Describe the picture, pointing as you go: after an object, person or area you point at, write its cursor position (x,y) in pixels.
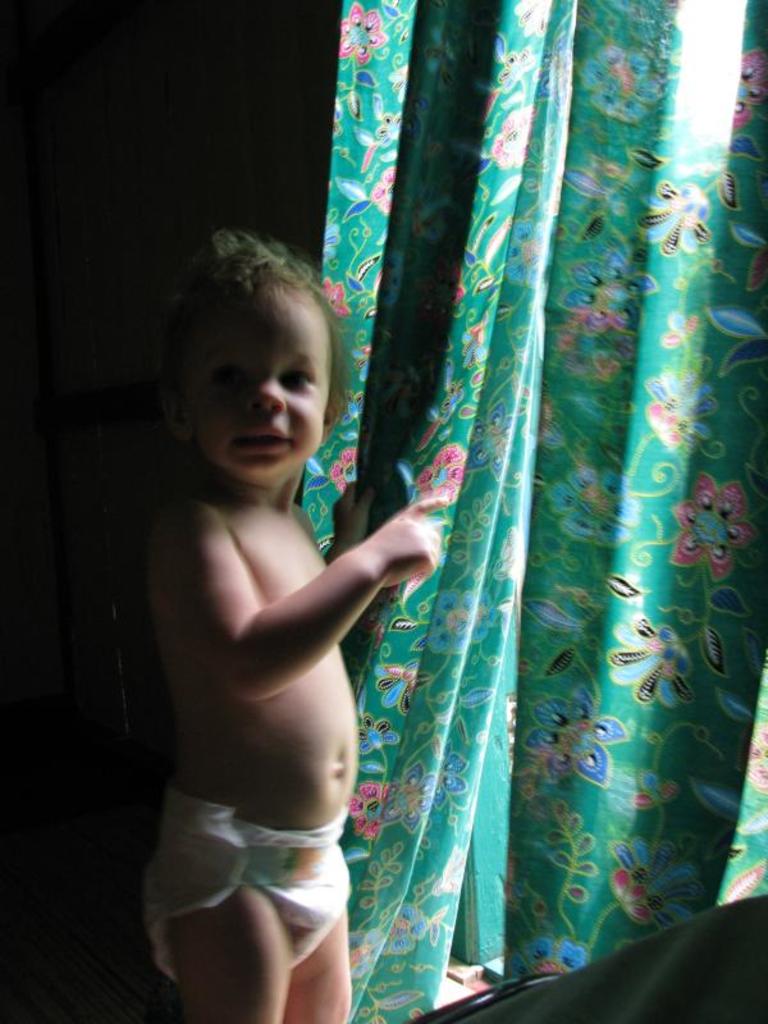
In this image we can see there is a child (266,551) standing and holding the curtain (529,417). In front of him it looks like an object (683,969) and the dark background (234,76).
